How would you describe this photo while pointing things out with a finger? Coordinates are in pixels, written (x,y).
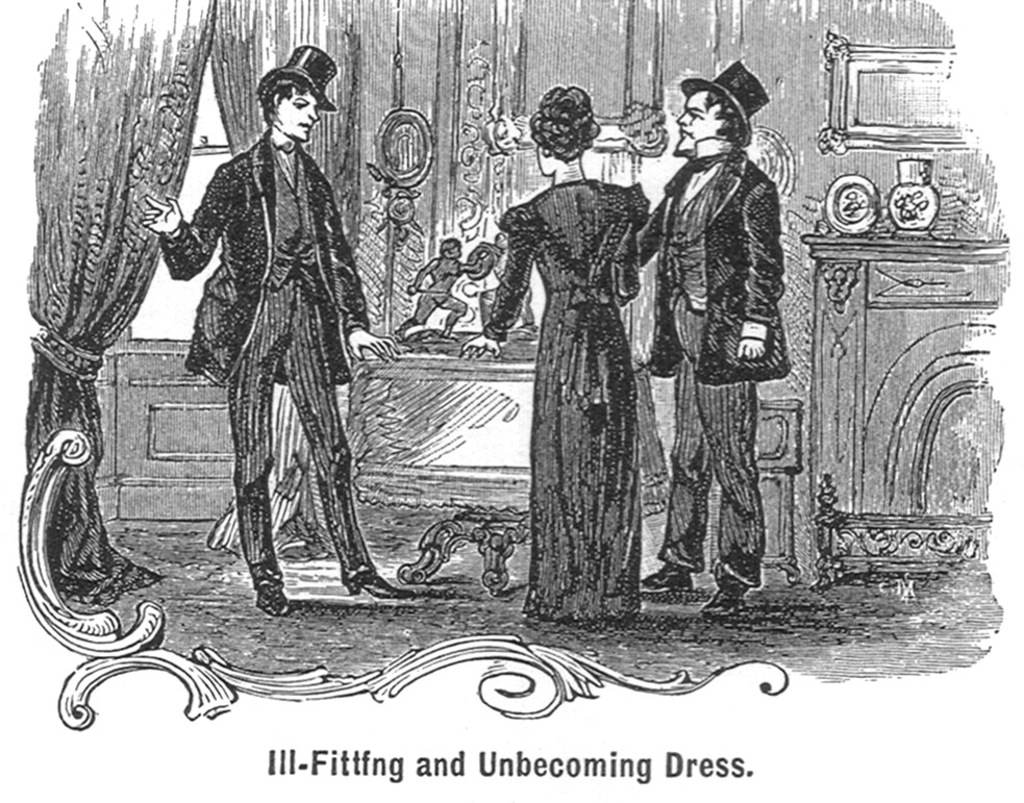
This image consists of a poster (742,639) on that there are three people (551,337). At the bottom (503,767) there is a text (636,758).
